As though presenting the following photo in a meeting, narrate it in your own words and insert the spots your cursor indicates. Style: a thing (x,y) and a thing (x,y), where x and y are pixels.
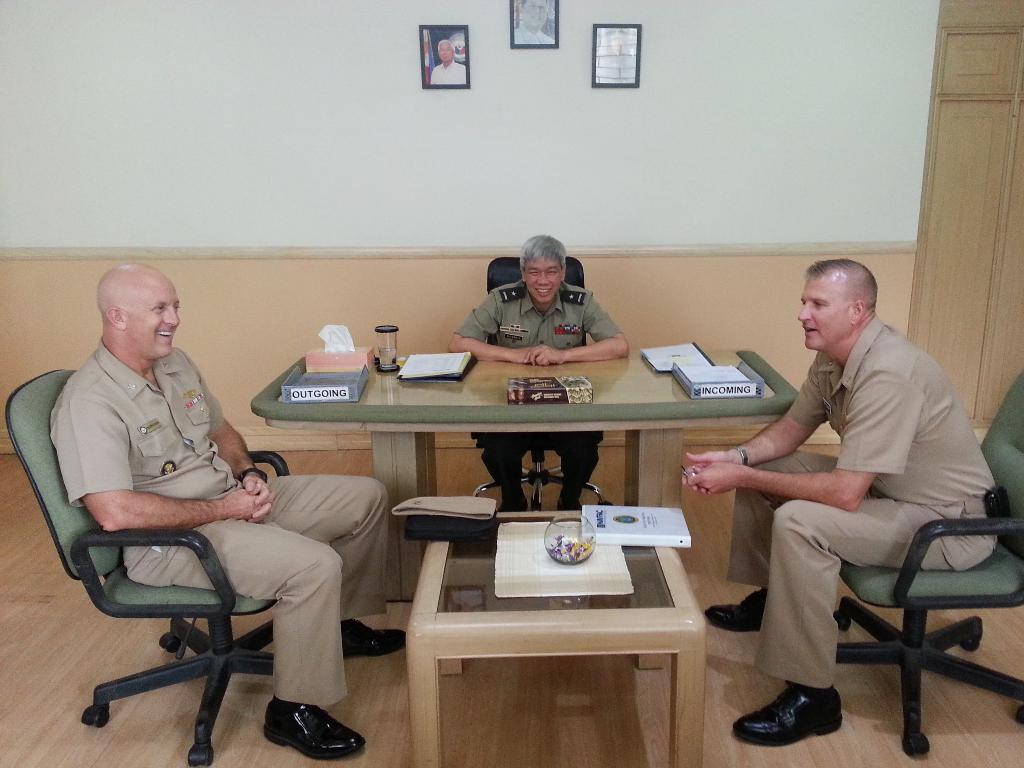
in a room (464,736) there is a table (474,601) on which there is a glass pot (569,552) and a book (598,535). left and right to it there are chairs (922,573) on which 2 people (935,494) are sitting who are wearing a military uniform (874,434). behind them there is a table (615,397) on which there are books (434,362) and a outgoing and incoming names boxes (743,389) are present. behind that a person (564,318) is sitting on a chair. behind that there is a white wall (594,137) on which there are 3 photo frames (447,65).
